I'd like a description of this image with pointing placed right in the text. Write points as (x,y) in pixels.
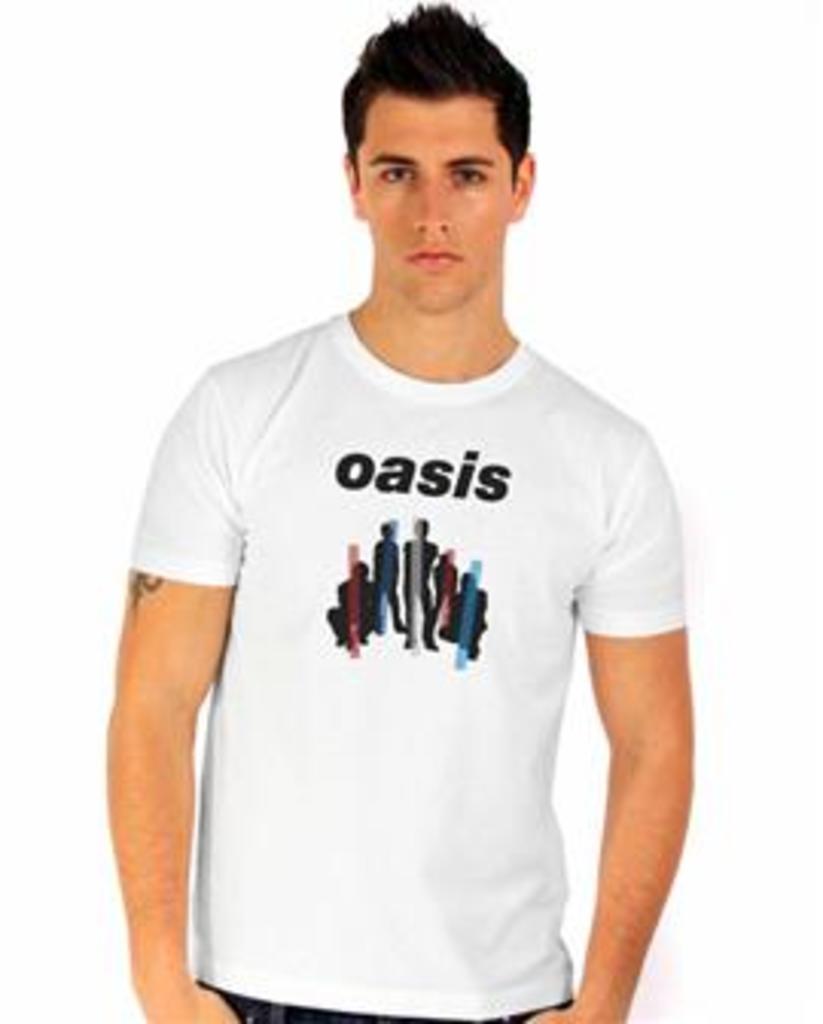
In this image we can see a person (304,604). A person (446,564) is wearing a white color T-shirt (441,540) and some text (459,489) and persons (414,592) printed on it. There is a white background (730,195) in the image.
